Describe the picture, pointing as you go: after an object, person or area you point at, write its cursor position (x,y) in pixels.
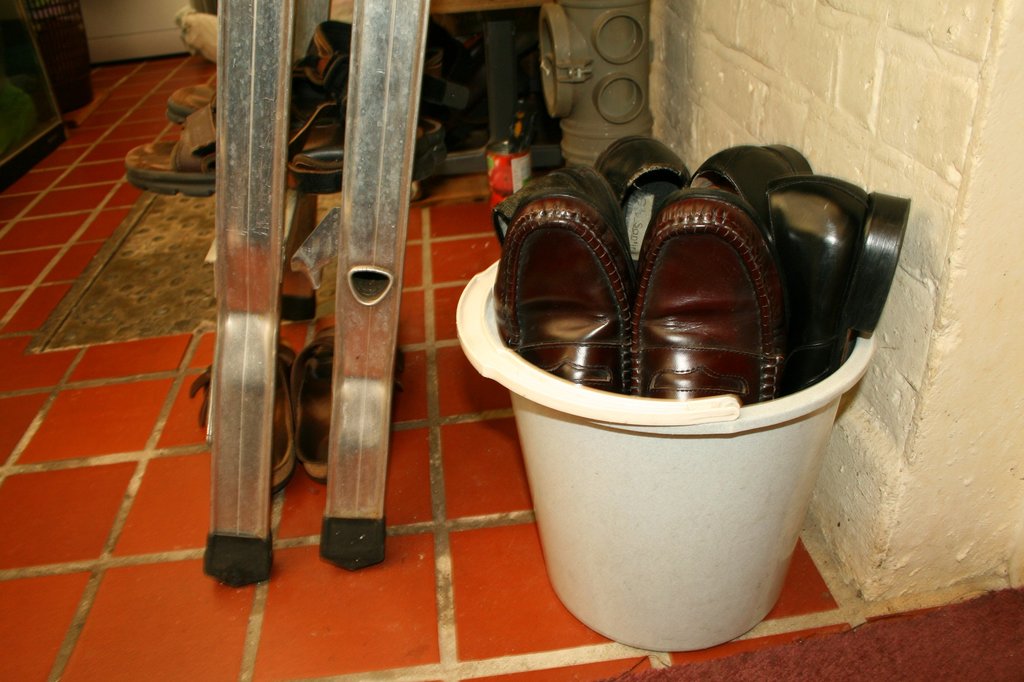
In this picture I can see the shoes (740,299) in a bucket (663,449), in the middle (391,386) there are sandals (295,131) on the metal rods (278,150).
